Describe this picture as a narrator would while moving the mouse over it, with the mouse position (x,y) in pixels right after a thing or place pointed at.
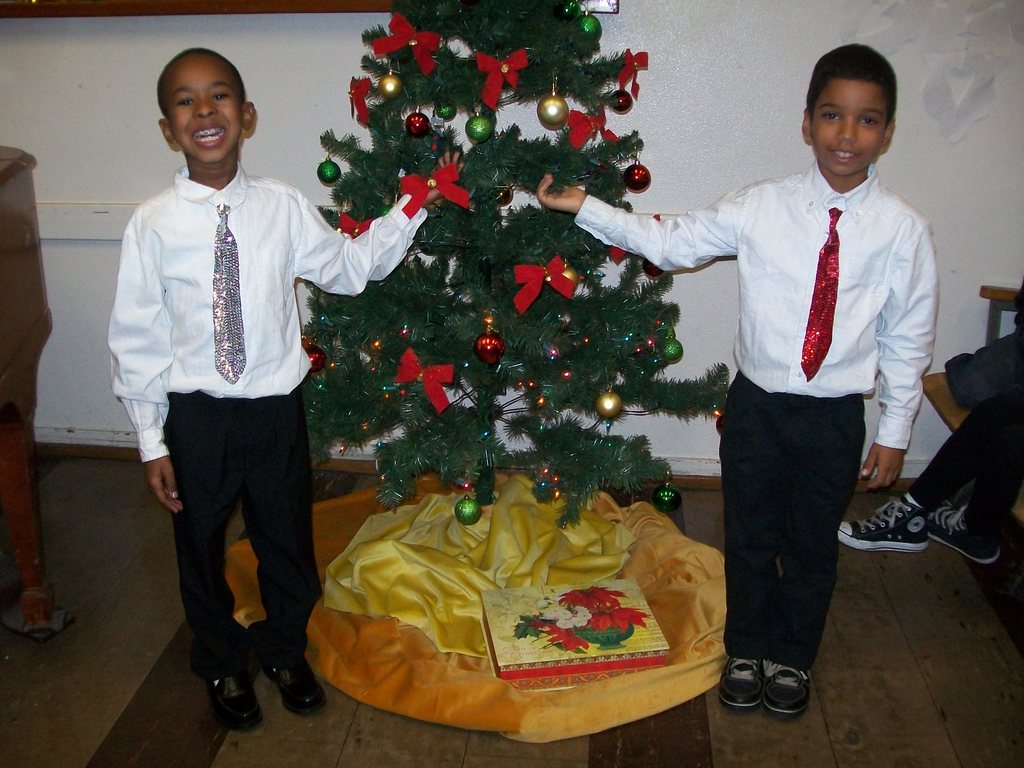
In this image we can see one decorated Christmas tree (546,474), one box (551,645) on the surface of the floor (705,529), two objects (388,614) near the Christmas tree (447,211) on the floor (81,586), one wooden object (19,295) looks like a table (37,295) on the left side of the image (19,320), one object (1012,290) looks like a chair (1007,303) on the right side of the image (958,403), one white wall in the background (1011,316), person's legs (1010,413) with shoes (897,512) on the right side of the image (972,456), few objects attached to the wall (46,54) in the background (970,58), two boys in white shirts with smiling faces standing and holding a Christmas tree (351,364).
